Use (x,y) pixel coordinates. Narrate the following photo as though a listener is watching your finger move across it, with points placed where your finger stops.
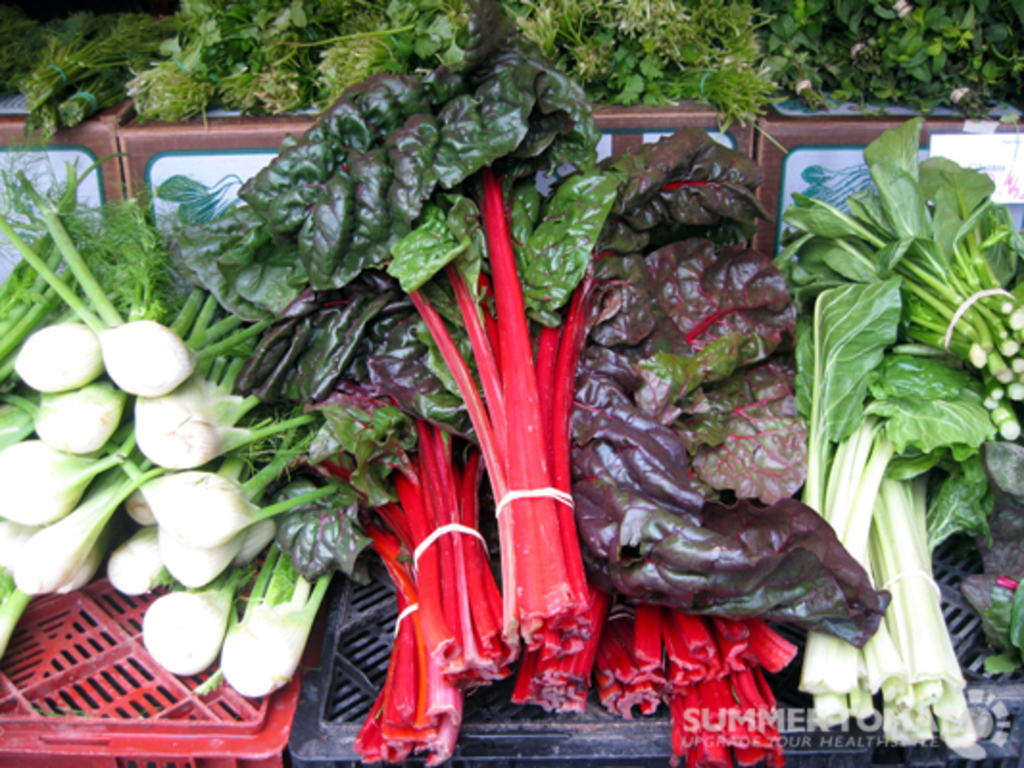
In the picture I can see few green leafy vegetables (472,152) placed on an object (254,124).
